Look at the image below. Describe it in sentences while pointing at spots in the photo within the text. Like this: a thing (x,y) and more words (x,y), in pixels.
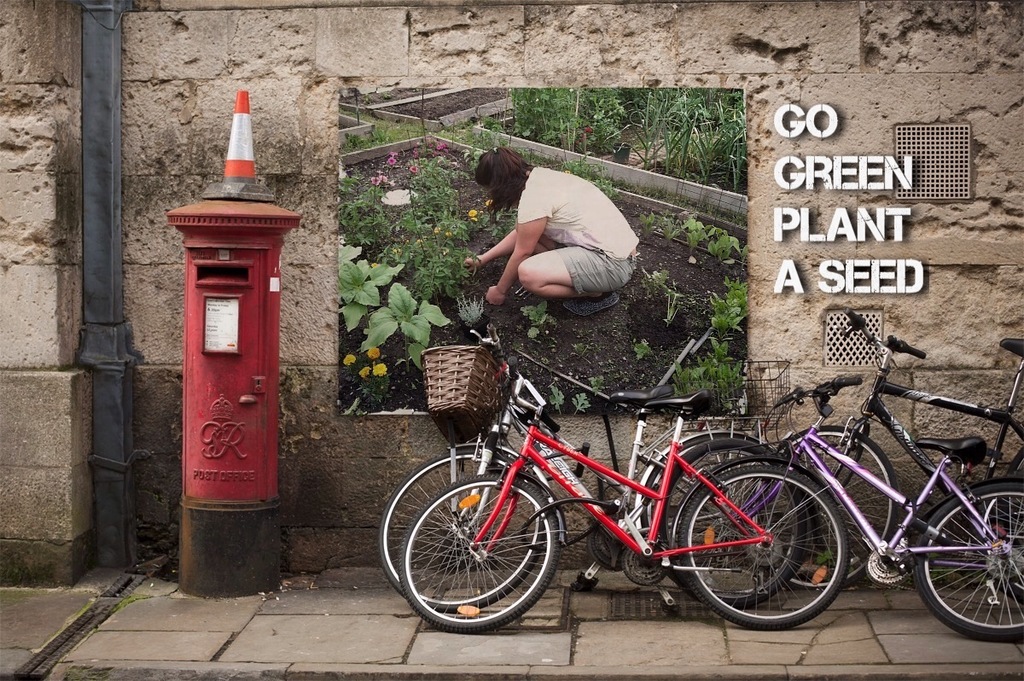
In this image we can see bicycles (501,540). There is a postbox (240,460) on which there is a safety cone (233,132). In the background of the image (213,169) there is wall (433,438) on which there is a poster (712,317). There is some text (797,285). At the bottom of the image (399,618) there is path way (386,616).
